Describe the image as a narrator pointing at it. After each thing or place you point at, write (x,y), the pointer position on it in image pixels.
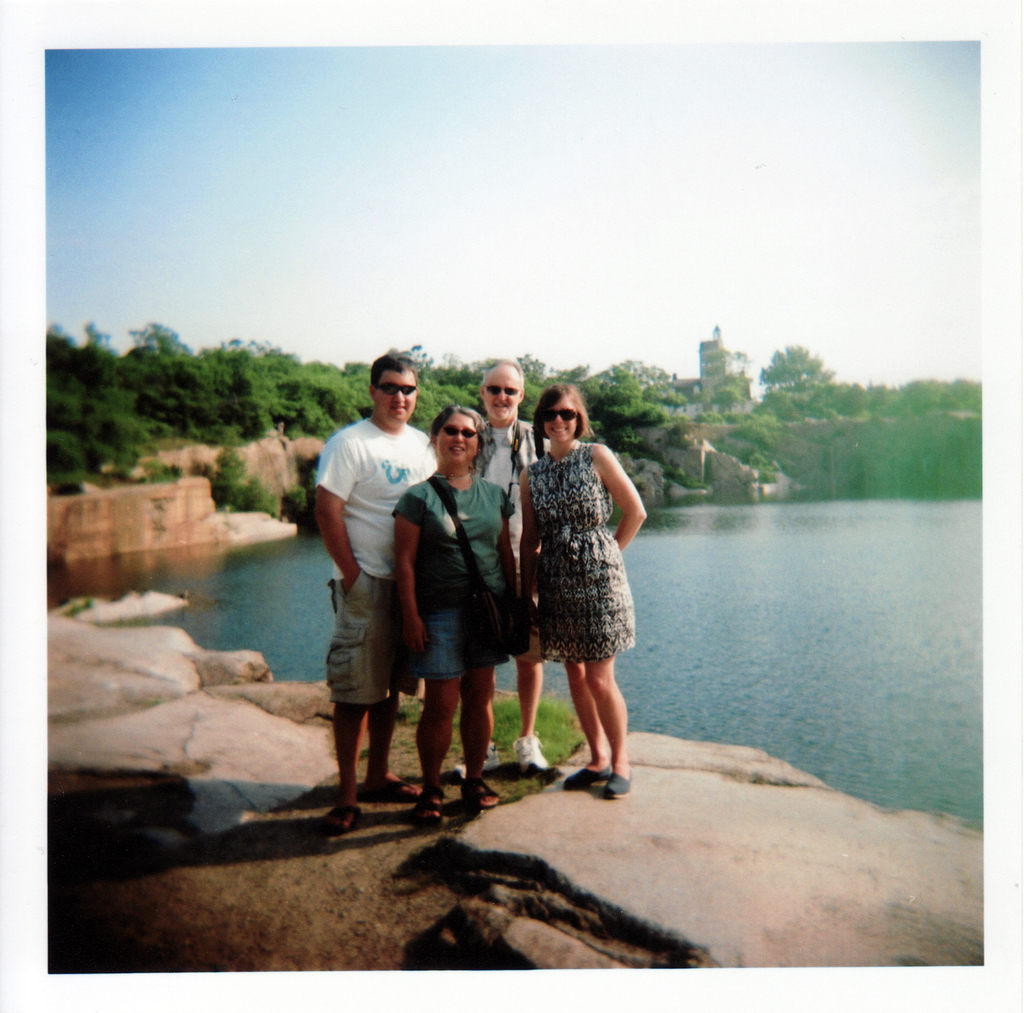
In this picture there are group of people (391,589) standing and smiling. At the back (721,395) there is a building (707,363) and there are trees (147,398). At the top (495,260) there is sky (643,192). At the bottom (861,727) there is water (765,549) and there is grass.
